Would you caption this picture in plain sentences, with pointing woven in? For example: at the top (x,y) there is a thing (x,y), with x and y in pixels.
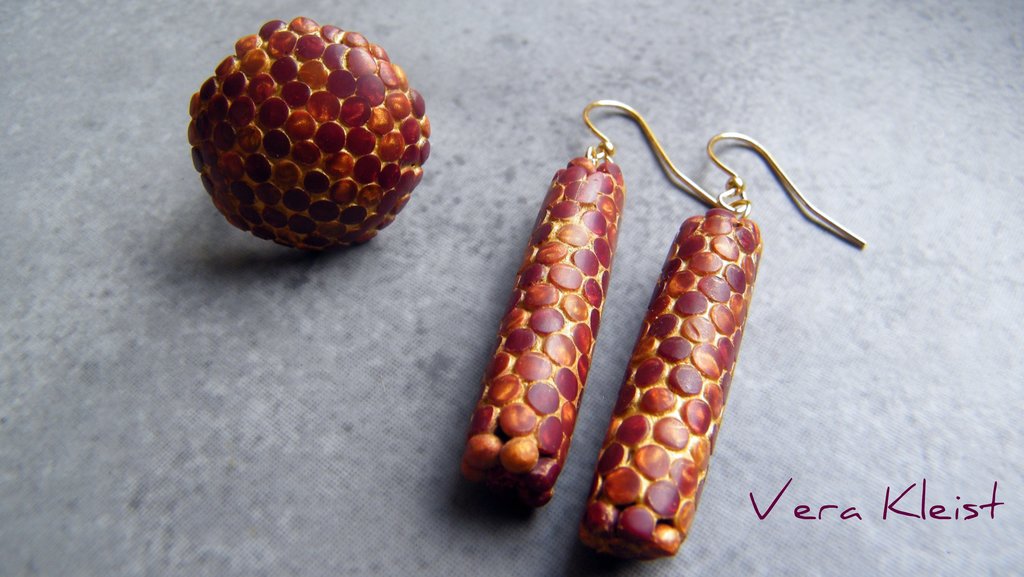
In this picture, it seems like earrings (558,346) in the center (580,215) and text (926,489) at the bottom side (904,513).
